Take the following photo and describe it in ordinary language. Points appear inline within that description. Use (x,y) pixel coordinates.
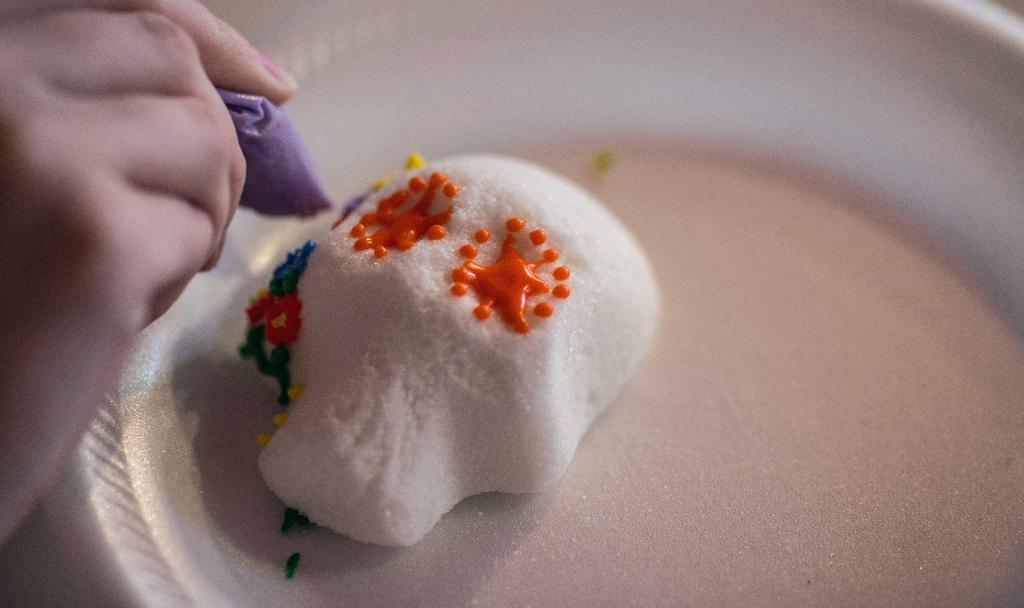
In this image there is a plate (758,286). There is an object (347,384) on the plate (237,320). To the left (160,204) there is a hand (142,136) of a person (66,231). The person (198,118) is holding an object (279,176) in the hand (192,168).
